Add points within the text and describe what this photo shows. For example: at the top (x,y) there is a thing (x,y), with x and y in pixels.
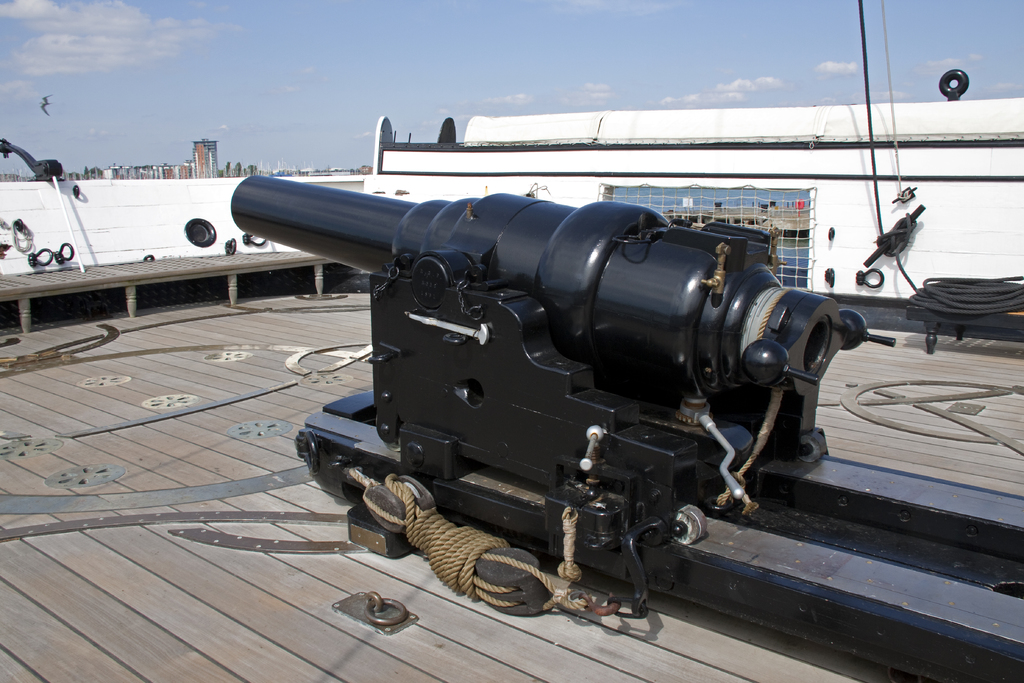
In this image we can see a black color cannon (644,297). There is a rope (435,553). At the bottom of the image (164,616) there is wooden flooring (139,543). In the background of the image (202,166) there are buildings (110,177), sky (245,98), bird (47,113). To the right side of the image (946,206) there is a white color wooden wall (941,240).
